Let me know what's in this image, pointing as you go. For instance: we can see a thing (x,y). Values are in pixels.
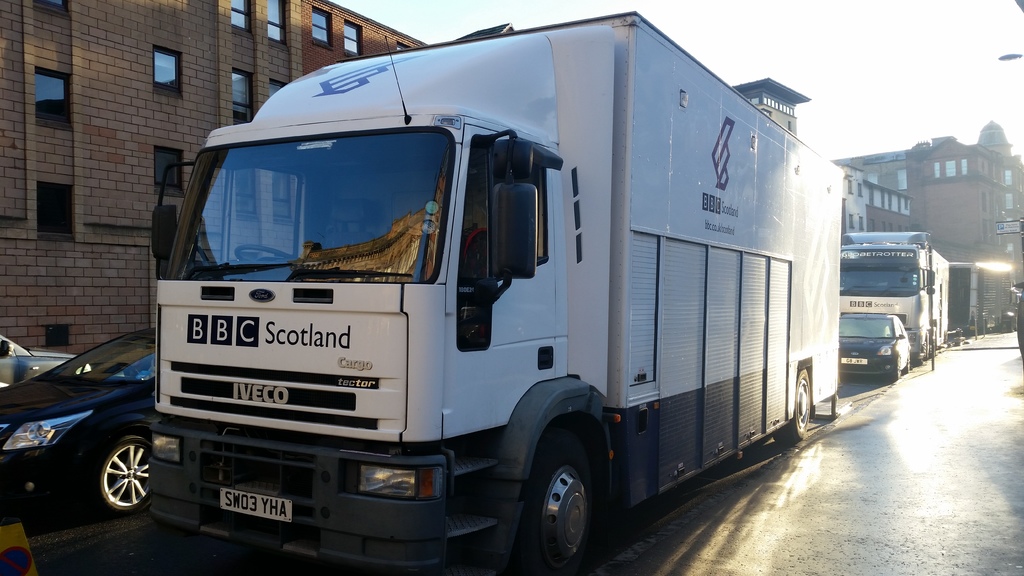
In this image in the center (420,377) there are some vehicles (435,323), at the bottom (918,529) there is a road (942,386) and also in the background (865,226) there are some buildings (997,145), poles (930,289). At the top of the image (748,54) there is sky (805,55).
